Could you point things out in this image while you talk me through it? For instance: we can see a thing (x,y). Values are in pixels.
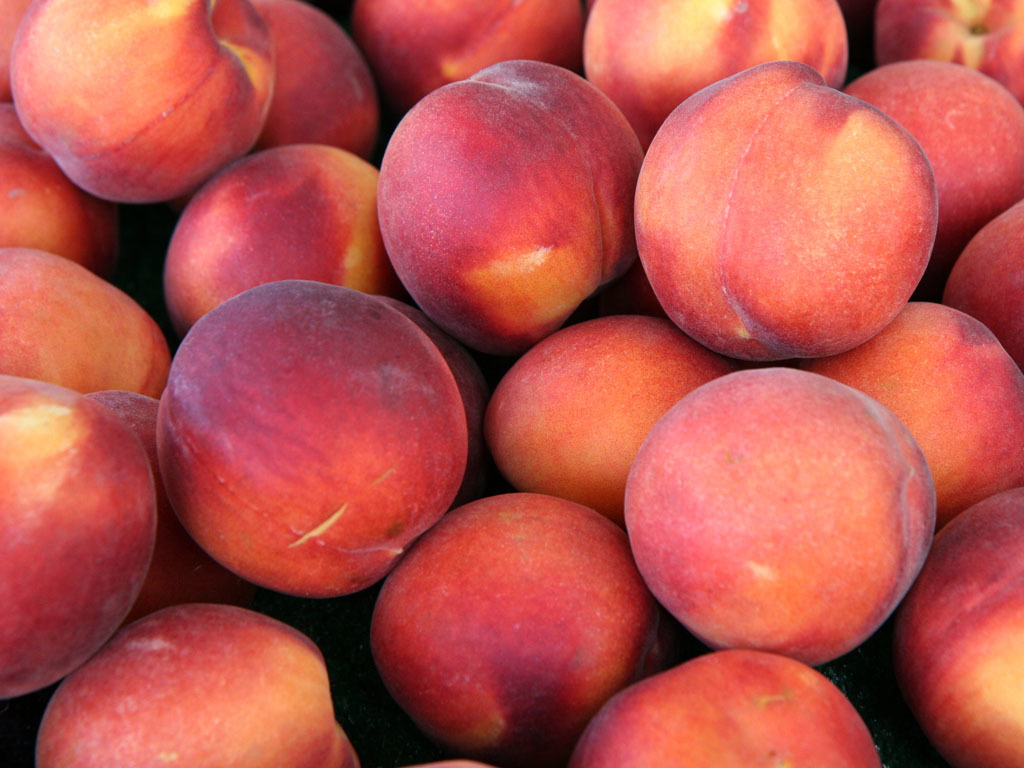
In this picture we can see a group of peaches (480,308).
